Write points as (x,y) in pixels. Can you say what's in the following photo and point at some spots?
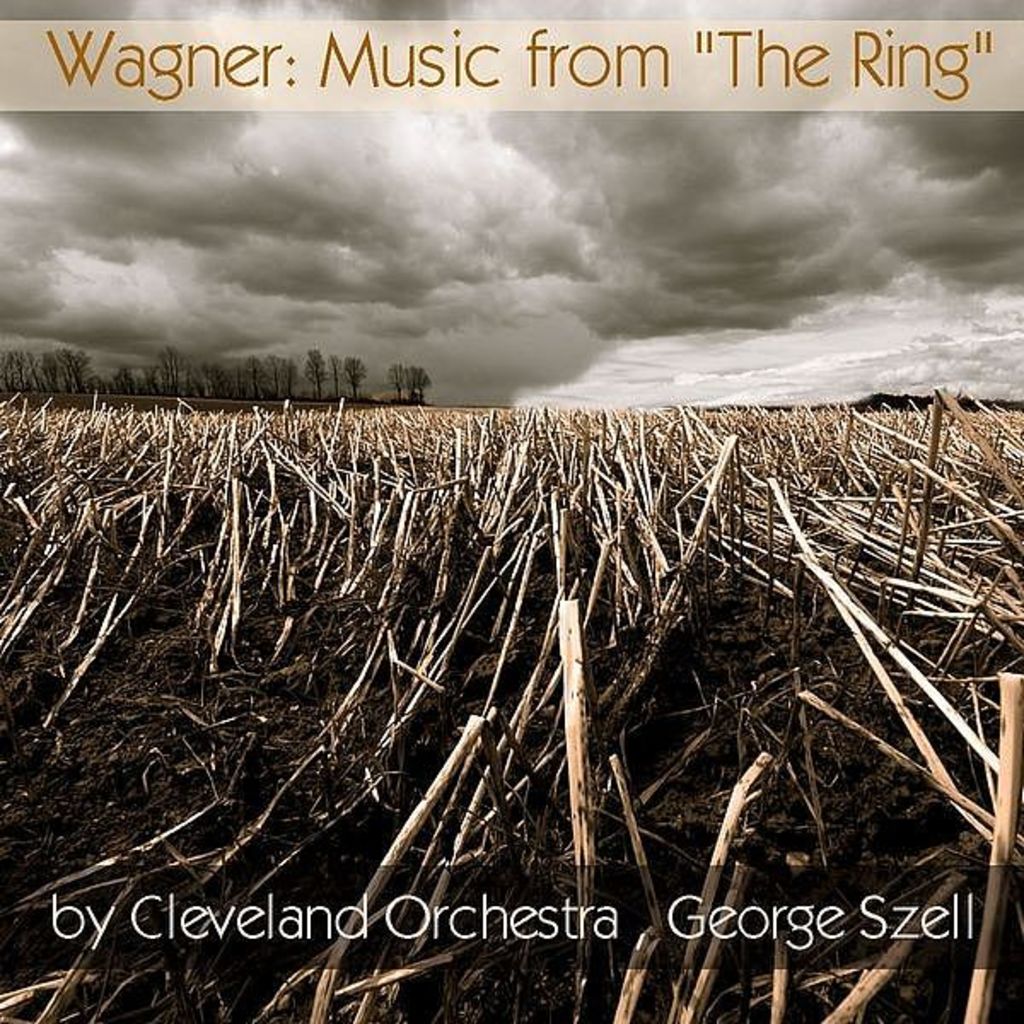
In this picture we can see a poster (594,537) and on the poster (456,583) there are some sticks (568,514), trees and a cloudy sky (539,247). On the image there are watermarks (758,50).
